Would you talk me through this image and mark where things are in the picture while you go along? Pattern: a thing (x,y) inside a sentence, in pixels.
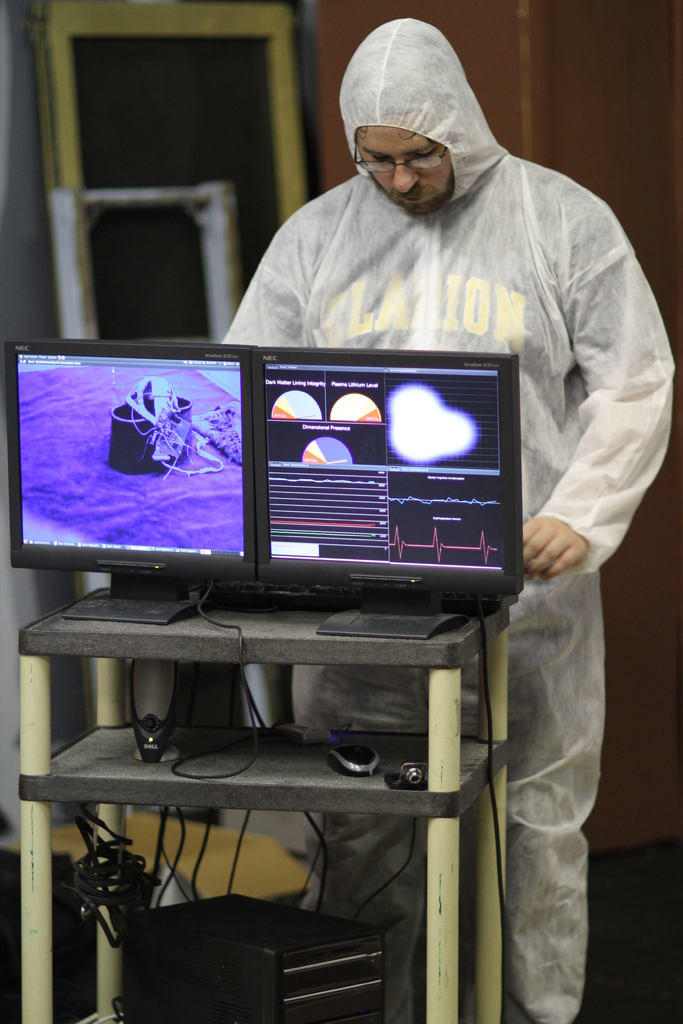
There is one man (469,285) standing on the right side of this image (529,296). We can see a computer (255,529) kept on a table (246,628) which is at the bottom of this image (218,792). We can see a wall (492,26) in the background (643,119).
